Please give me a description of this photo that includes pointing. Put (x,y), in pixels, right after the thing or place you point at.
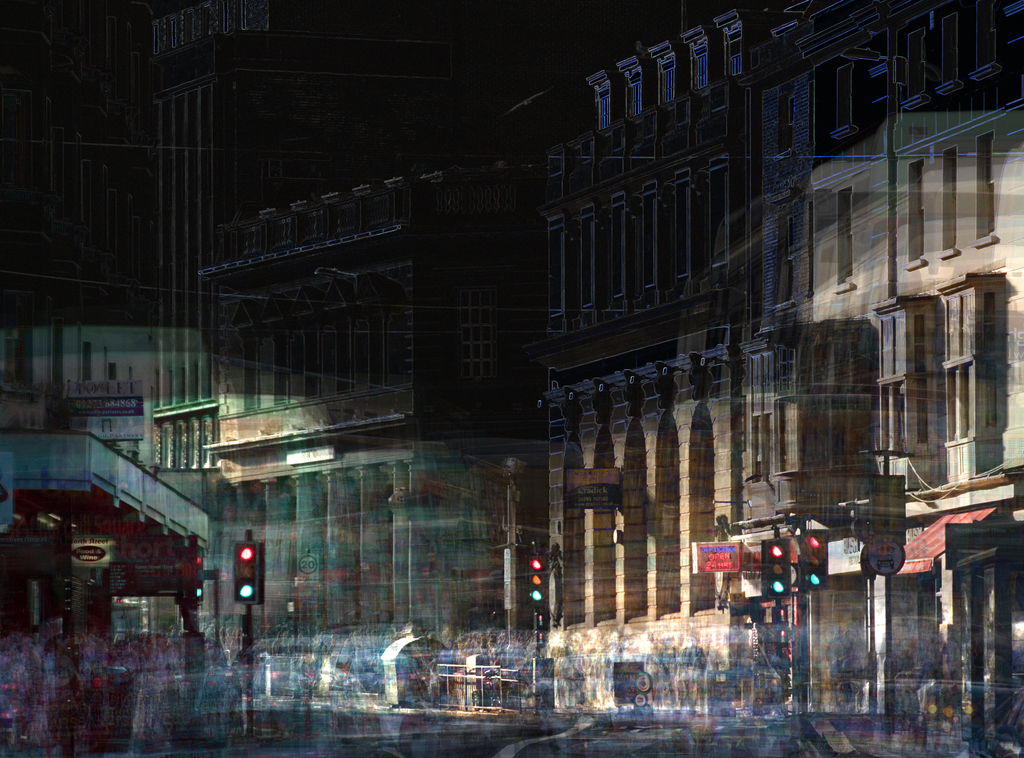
In this image, we can see some buildings (542,332) and signal poles (245,579).
